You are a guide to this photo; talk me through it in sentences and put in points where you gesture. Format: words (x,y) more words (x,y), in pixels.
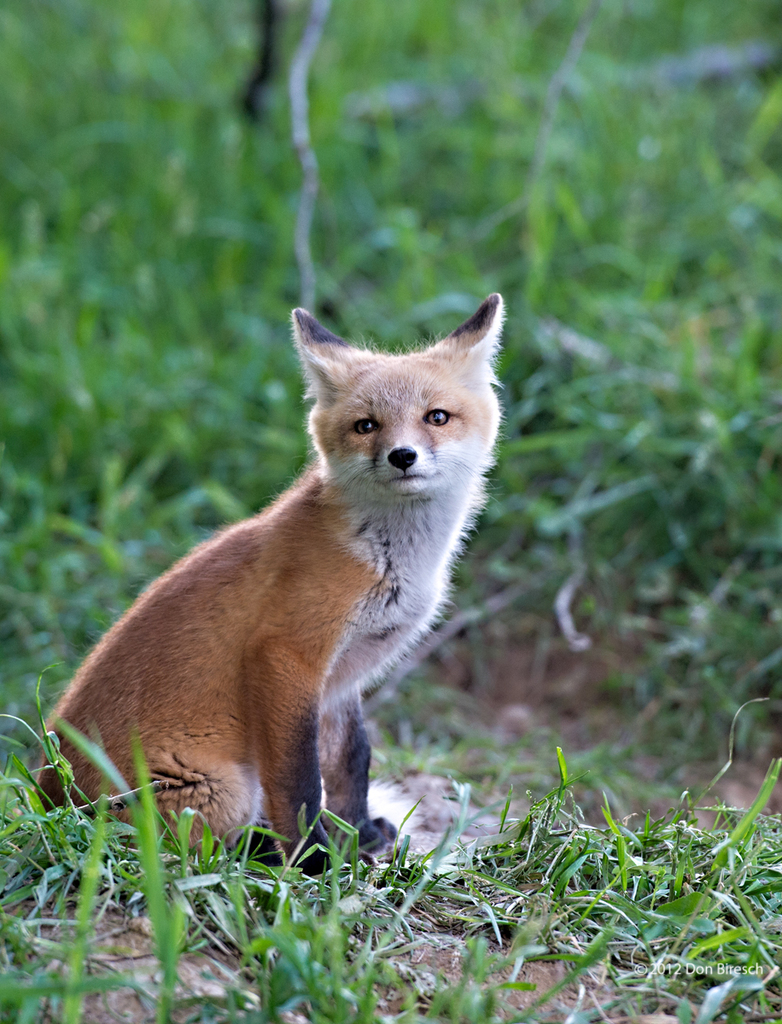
In this image I can see an animal (349,556) in brown and white color. In the background (493,535) the grass (493,535) is in green color.
